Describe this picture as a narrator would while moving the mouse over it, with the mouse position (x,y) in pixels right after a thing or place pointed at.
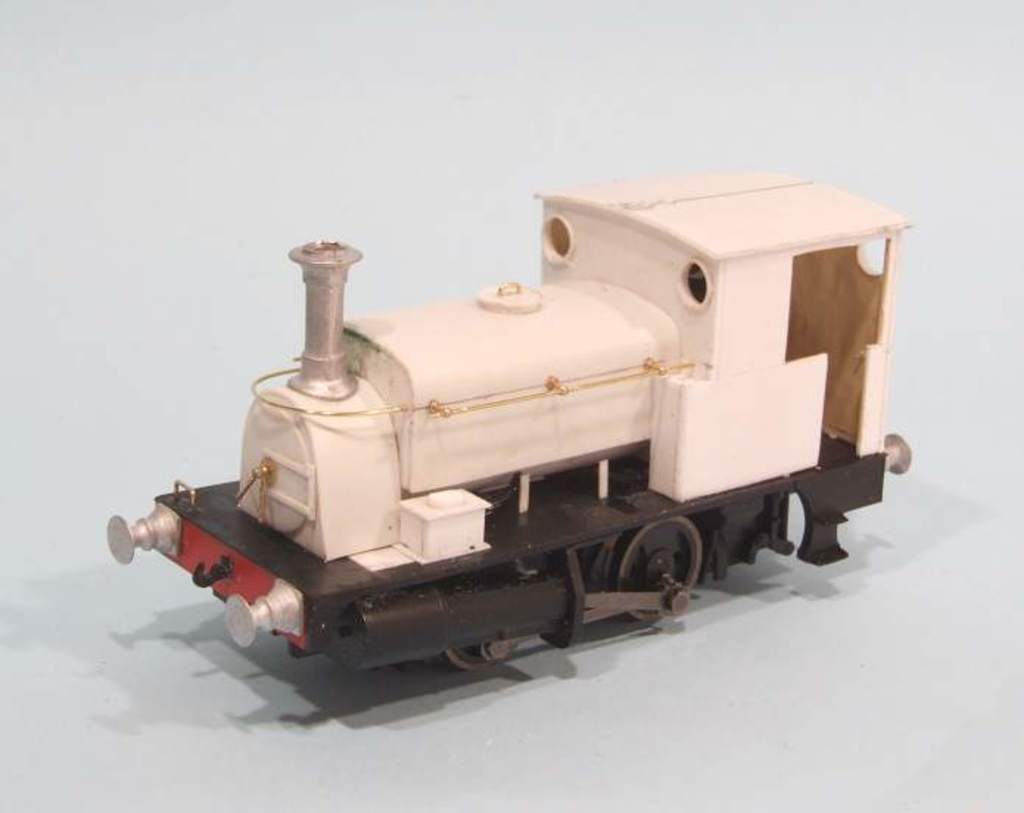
In this image there is a toy train (601,429).
